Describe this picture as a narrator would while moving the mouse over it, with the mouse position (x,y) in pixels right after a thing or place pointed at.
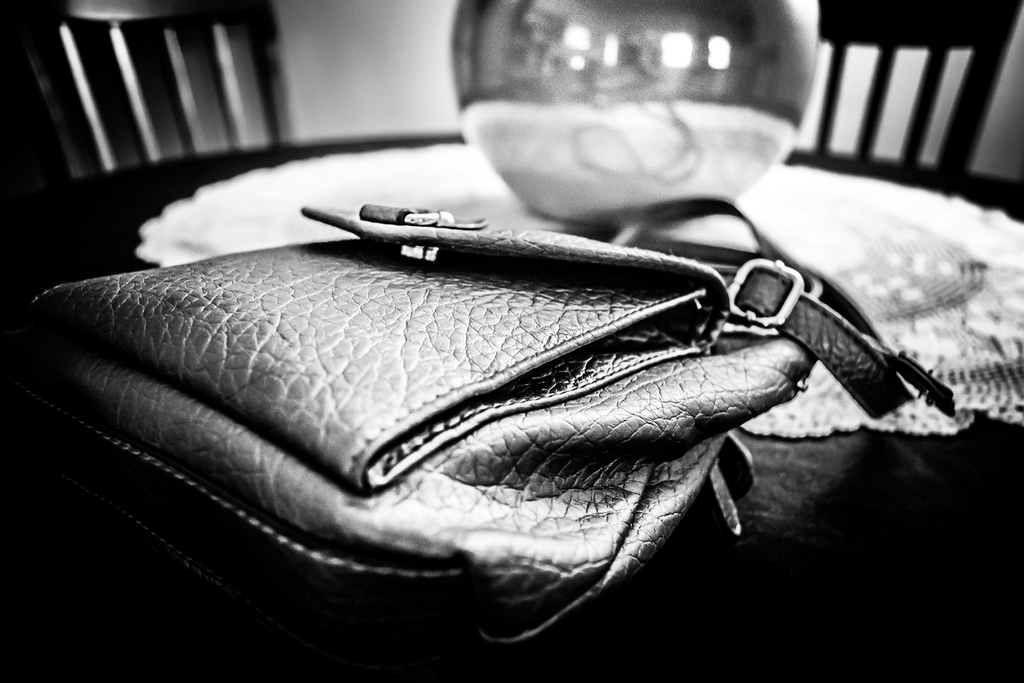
This is a black and white picture. In this picture there is a table (350,178), on the table (877,188) there are backpack (538,251), a round object (674,176), cloth (869,210). At the top (982,44) there are chairs (226,63) and wall (355,65).
